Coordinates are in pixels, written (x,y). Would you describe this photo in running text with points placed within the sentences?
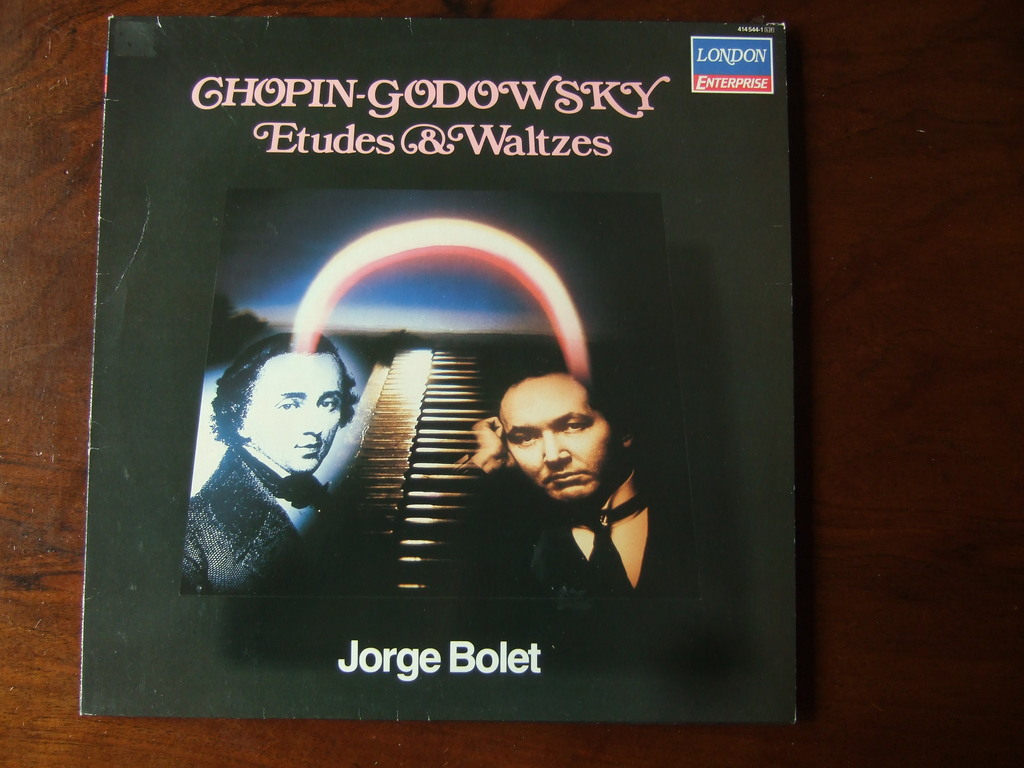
In this picture we can see a album cover (488,365).
